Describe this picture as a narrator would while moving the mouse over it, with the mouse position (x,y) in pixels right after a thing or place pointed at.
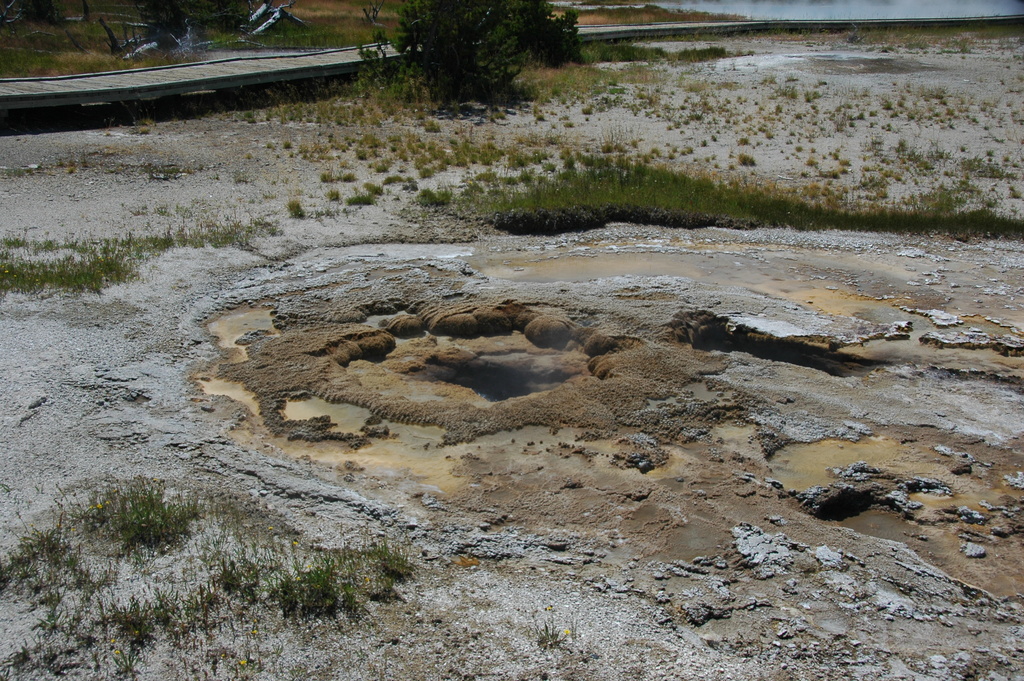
This picture shows grass (358,204) on the ground (176,146) and we see mud (575,306) and trees (414,34) and we see water (802,3).
